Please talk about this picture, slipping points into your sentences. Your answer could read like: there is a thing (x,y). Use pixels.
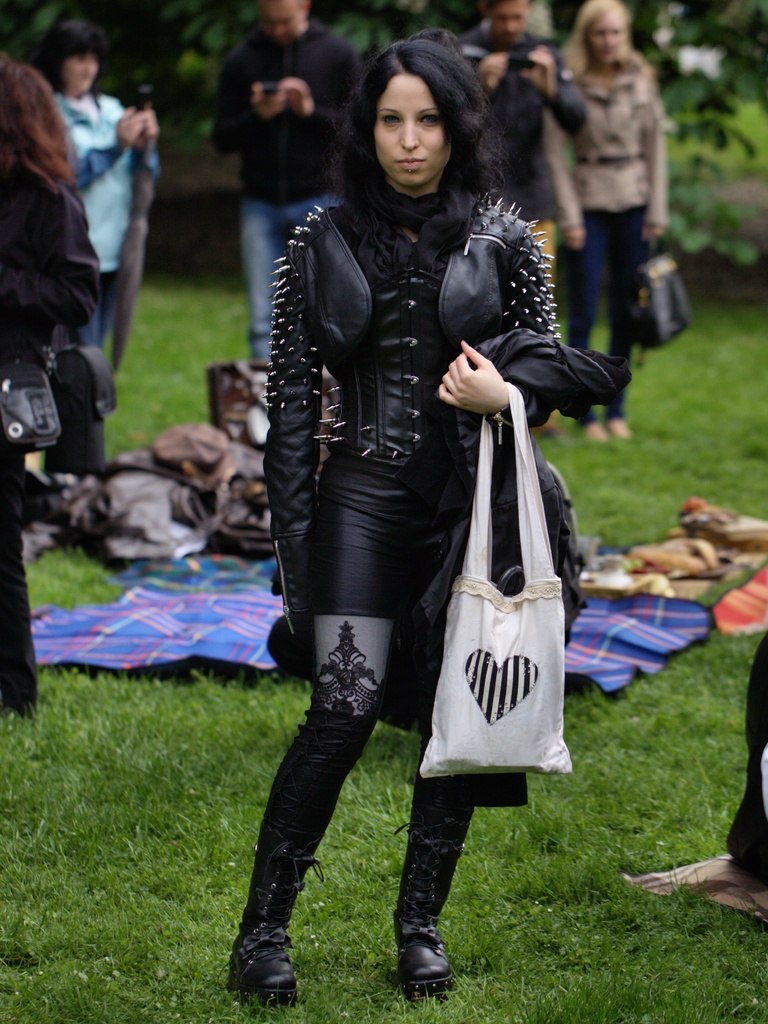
In the foreground of this image (372,647), there is a woman (380,599) standing and holding a jacket (504,433) and a bag (514,621) on the grass (532,917). In the background (232,626), there are mats (679,605) and few objects (231,476) on the grass (523,922) and also few people (299,43) standing.
